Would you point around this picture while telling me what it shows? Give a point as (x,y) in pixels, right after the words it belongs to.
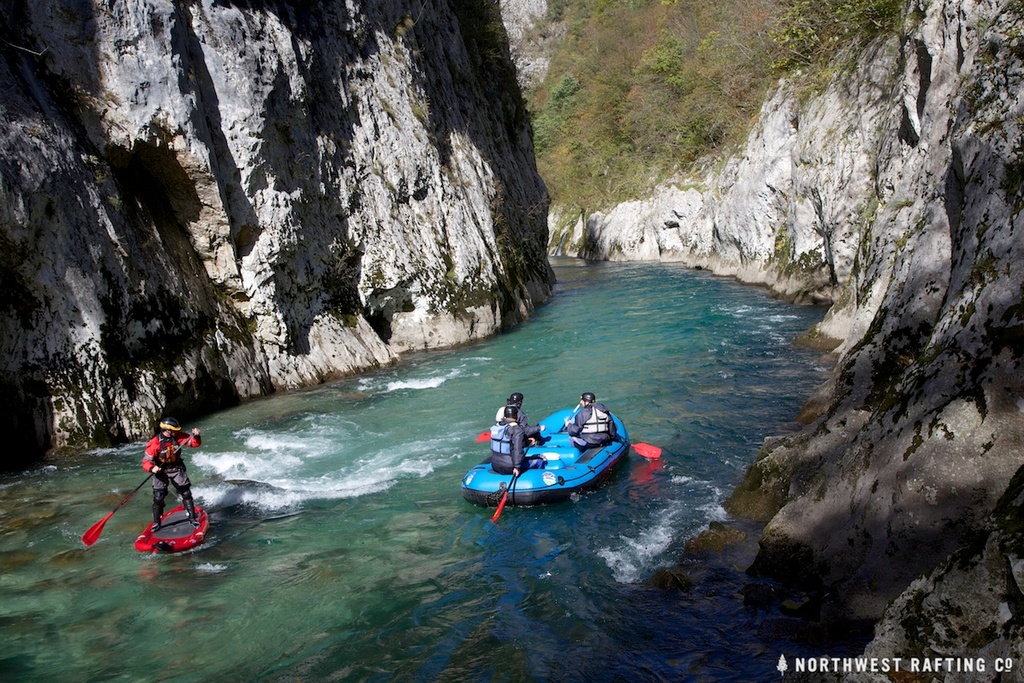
In this picture we can see boats (486,465) on water (550,544) and on these boats (542,482) we can see four people (515,430) wore helmets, jackets (161,446) and holding paddles (109,517) with their hands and in the background (373,114) we can see trees (572,123) and mountains (797,167).
